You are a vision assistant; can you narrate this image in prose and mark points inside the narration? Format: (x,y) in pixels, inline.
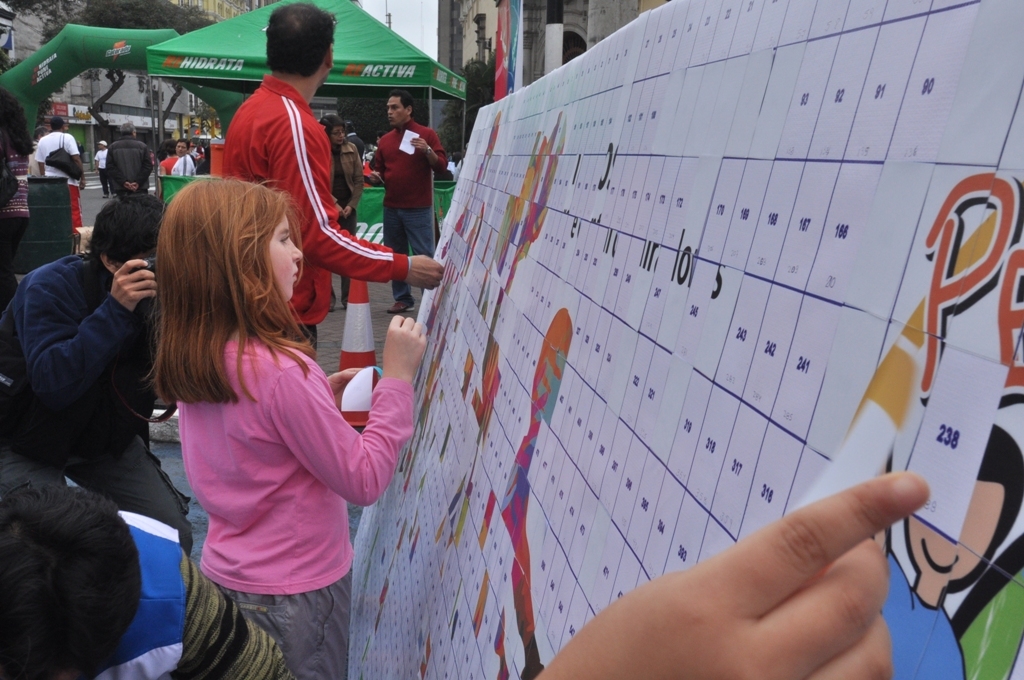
On the right side of the image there are buildings (528,81), in front of the building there is a board (459,306) with some images (560,311) and text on it, in front of that, there are a few people (95,293) standing and placing something on it, one of them (84,303) is holding the camera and taking pictures. Behind them there is a camp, beneath the camp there are a few people (333,171) standing and few are walking on the floor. In the background (23,17) there are buildings (17,51), trees (169,18) and the sky (396,21).
